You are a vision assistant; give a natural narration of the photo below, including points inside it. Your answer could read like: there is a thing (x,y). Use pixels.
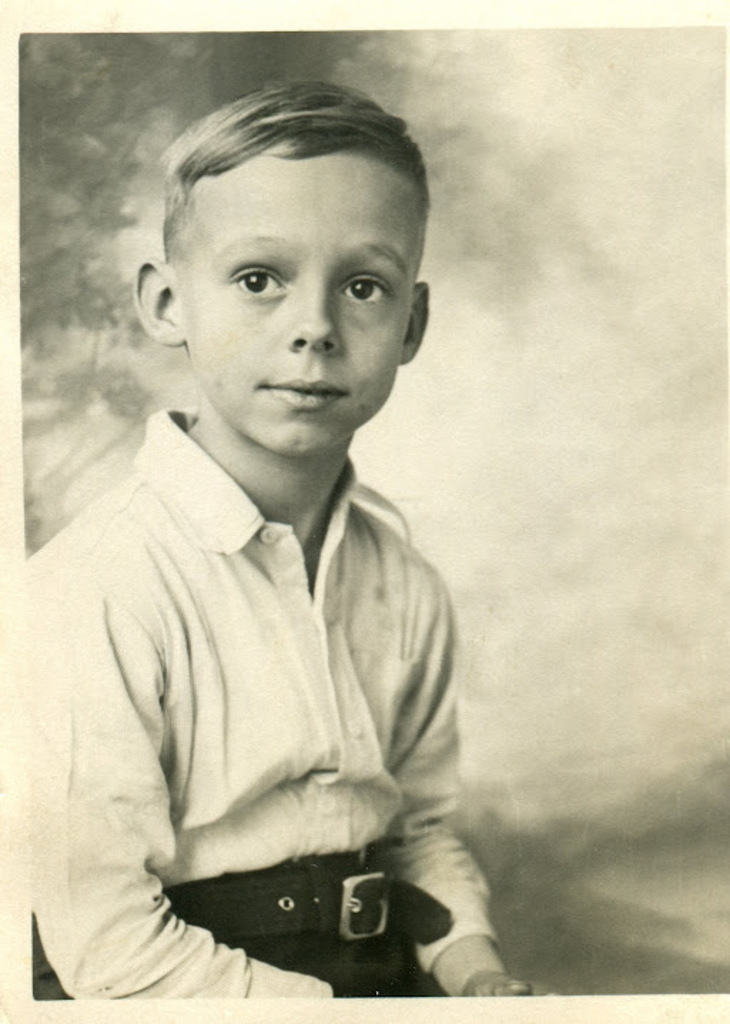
This is a black and white picture, there is a boy (172,279) sitting on the left side (237,731).
